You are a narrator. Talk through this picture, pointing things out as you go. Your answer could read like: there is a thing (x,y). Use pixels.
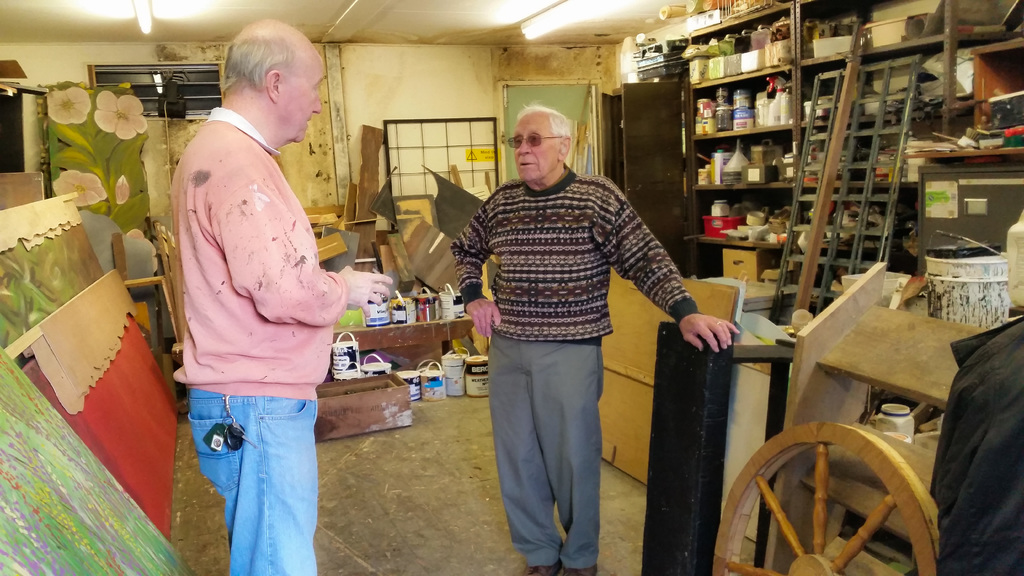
In this image we can see there are two persons (479,317) standing and talking. And we can see there are boards (844,389), grille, boxes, doors (637,135), table (452,334) and few objects (445,297). At the back (769,136) there are racks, on that we can see bottles (772,115), boxes (778,51) and a few objects (734,49). At the top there are lights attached to the ceiling (451,25).
